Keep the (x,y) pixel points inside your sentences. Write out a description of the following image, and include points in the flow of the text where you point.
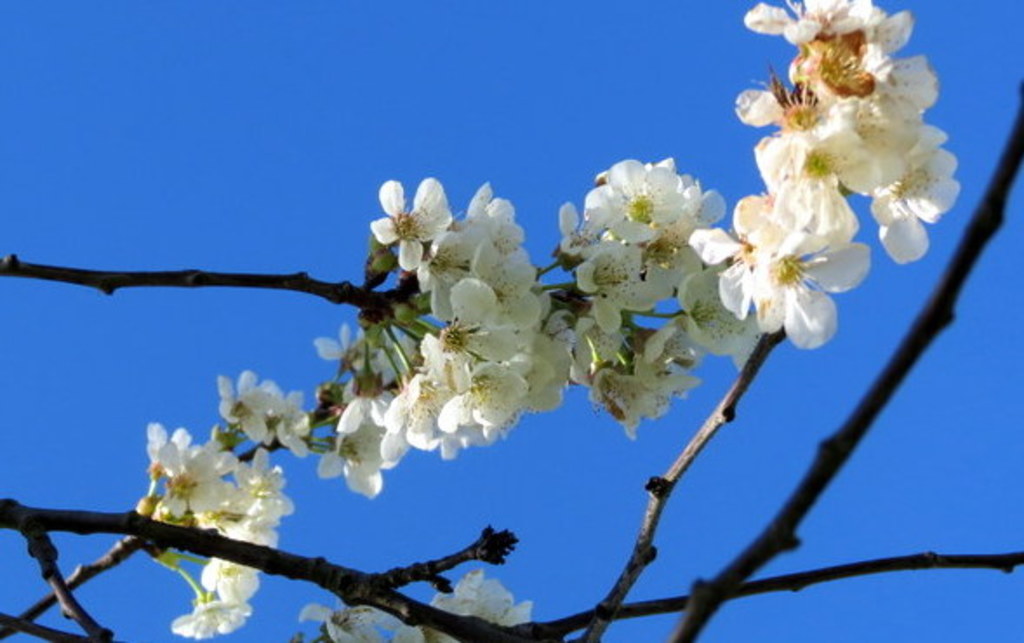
In this picture we can see some flowers (629,302) and branches (634,610) in the front (501,380), in the background (559,155) there is the sky (367,97).
